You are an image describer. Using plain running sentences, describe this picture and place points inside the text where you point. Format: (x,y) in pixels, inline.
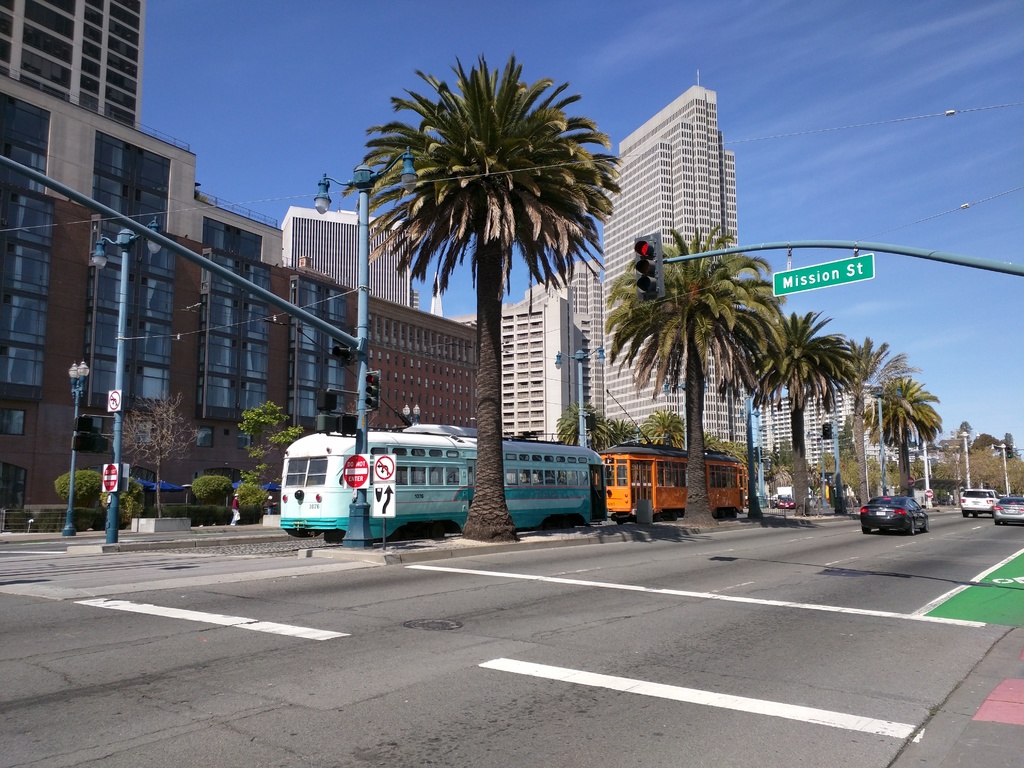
This picture is clicked in the city. Here, we see cars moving on the road (596,557). Beside that, there are trees (751,270). Beside trees (770,291), we see trams (584,511) are moving on the road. Beside them, we see street lights (67,524) and a light pole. At the bottom of the picture (403,644), we see the road (435,695). In the background (167,336), there are buildings (300,358) and trees (738,357). At the top of the picture (963,81), we see the sky (779,113). On the right side (866,278), we see a traffic signal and a board (860,260) in green color with some text (800,279) written on it.
